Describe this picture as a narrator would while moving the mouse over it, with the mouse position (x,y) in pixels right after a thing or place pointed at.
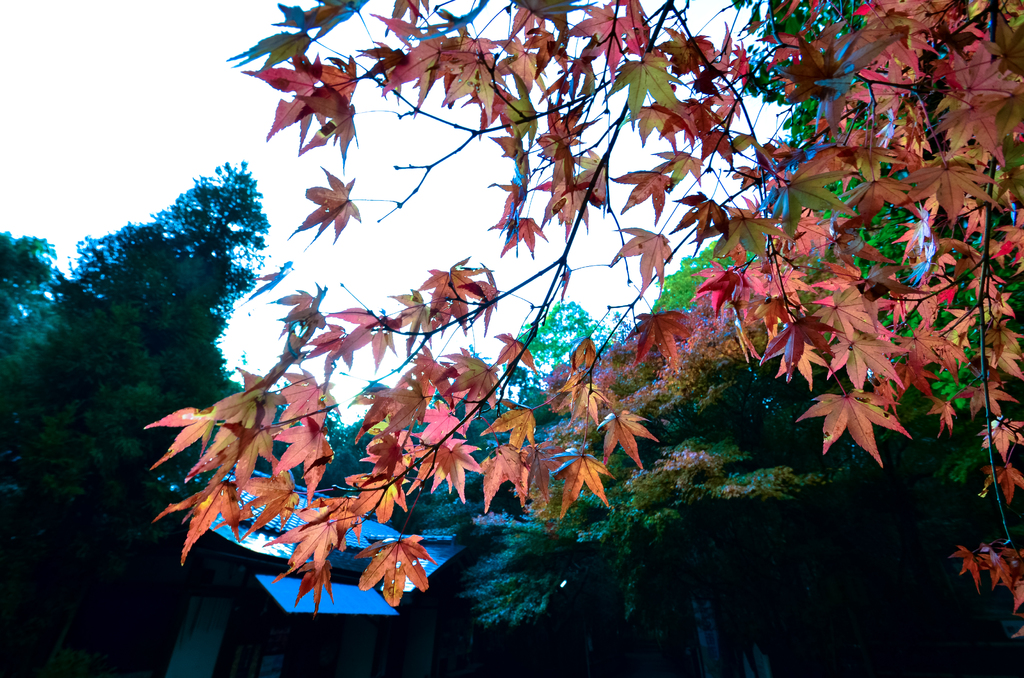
In this image we can see trees (446,451), shed (264,567) and sky (130,138).
